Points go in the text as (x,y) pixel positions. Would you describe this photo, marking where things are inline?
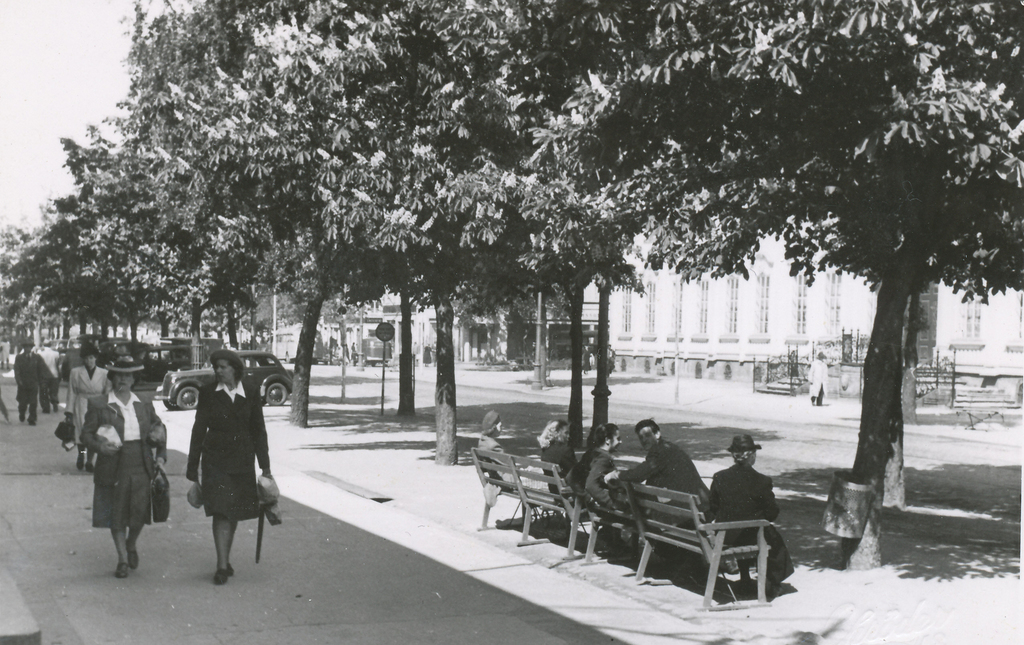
This Picture describe about a old black and white photograph in which a group of people (582,472) are sitting on the wooden bench (538,505) facing away from the camera and two womans (218,538) wearing black coat (245,419) and skirt (245,486) holding the bag (165,482) and parcel cover (108,436) in their hands (101,448) are walking on the road (22,443). Behind we can see some more woman (78,454) walking and many trees (429,181) and caution boards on the side of the road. Background (692,319) we can see some building (837,336) and metal frames (761,375) are placed in front of their house door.
